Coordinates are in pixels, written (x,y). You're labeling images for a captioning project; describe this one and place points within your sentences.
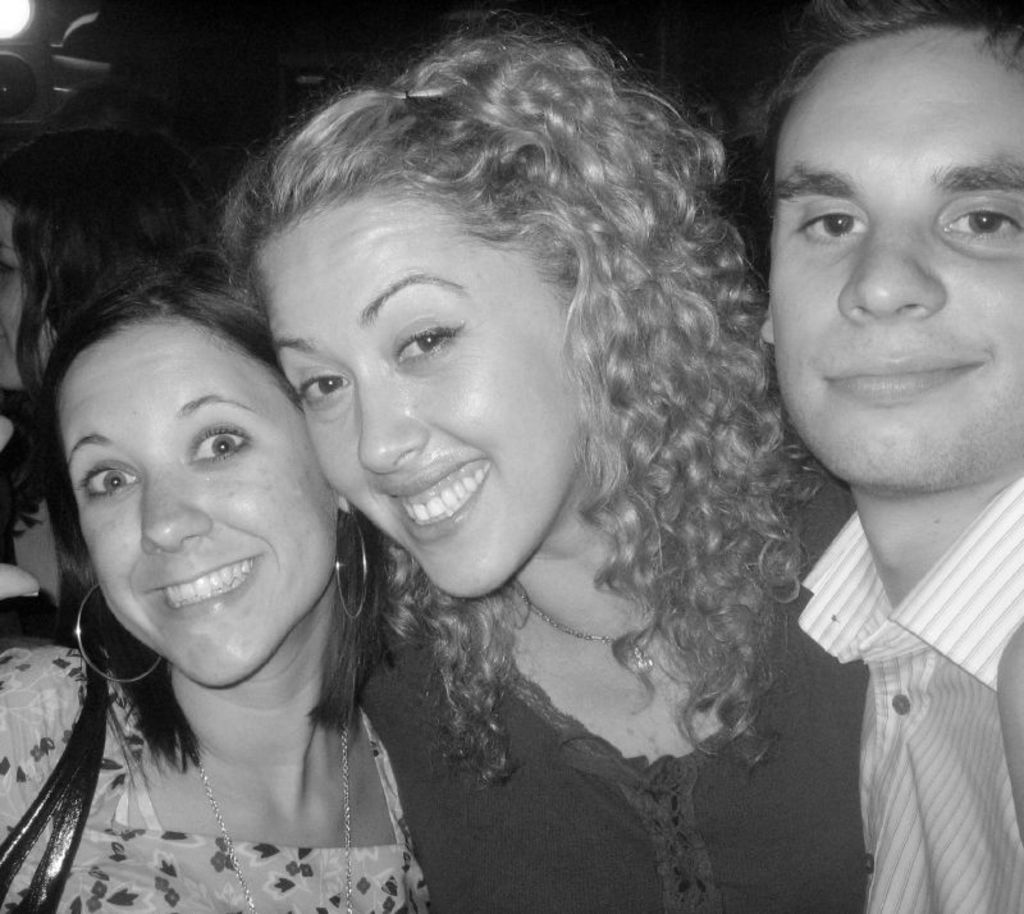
In the middle of the image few persons (390,147) are standing and smiling.
